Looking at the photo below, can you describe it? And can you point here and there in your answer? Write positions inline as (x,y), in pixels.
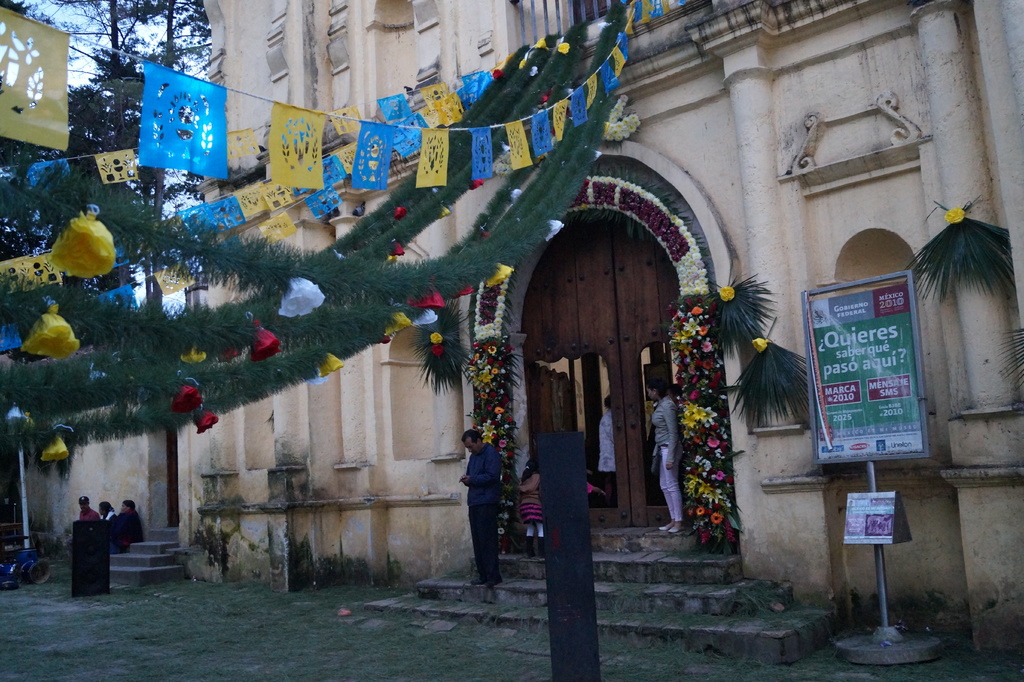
In this image we can see a building (553,244) which is decorated with some flowers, flags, and some plants (511,487). We can also see a board (902,436) with some text (857,447) on it and some people (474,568) standing on the staircase (531,598). On the left side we can see a vehicle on the ground (66,611) and some people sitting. We can also see some grass (321,644), trees (157,199) and the sky (71,51).
